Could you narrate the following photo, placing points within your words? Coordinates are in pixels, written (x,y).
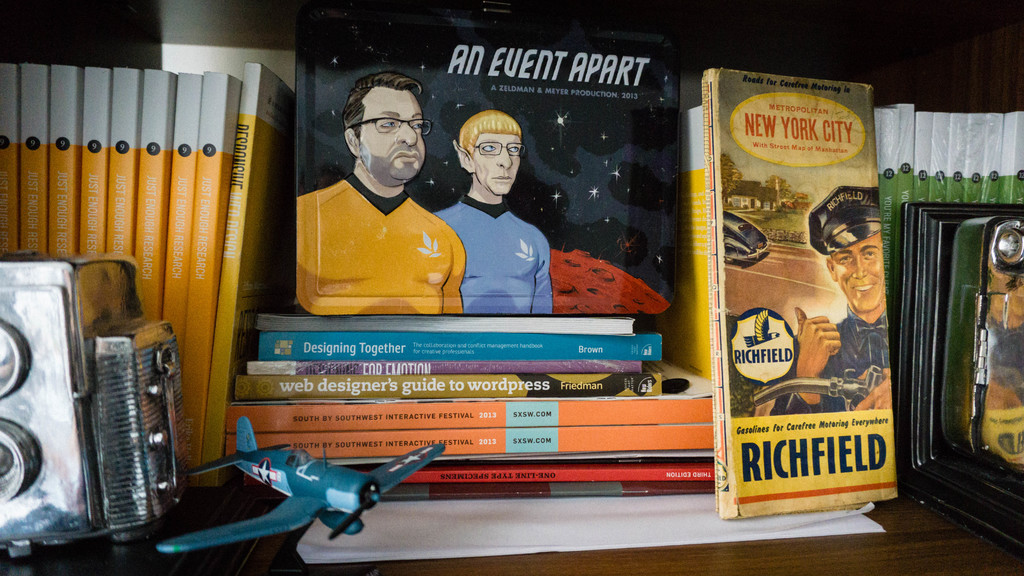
In this image I can see the brown colored wooden surface (895,550) and on it I can see a toy aircraft (350,520), a camera (120,446) and number of books (147,265). I can see the white and black colored background (196,35).
